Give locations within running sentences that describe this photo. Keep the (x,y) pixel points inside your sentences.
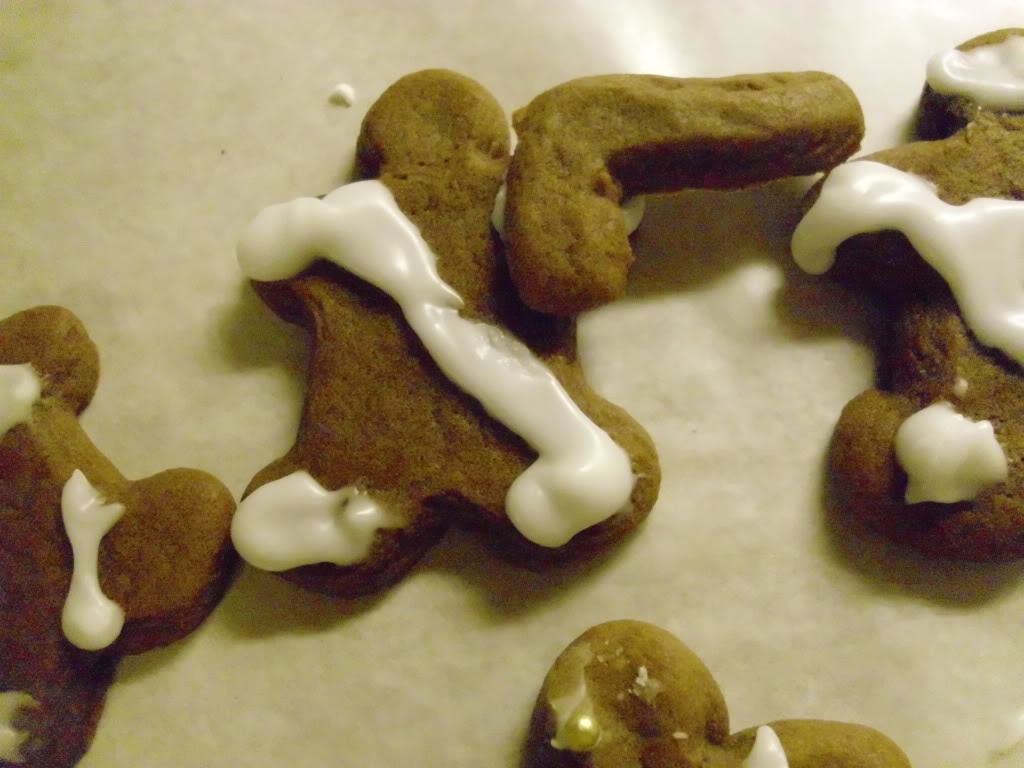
This is a zoomed in picture and we can see the food items (553,336). In the background (51,82) there is an object (612,10) which seems to be the platter (707,448).
